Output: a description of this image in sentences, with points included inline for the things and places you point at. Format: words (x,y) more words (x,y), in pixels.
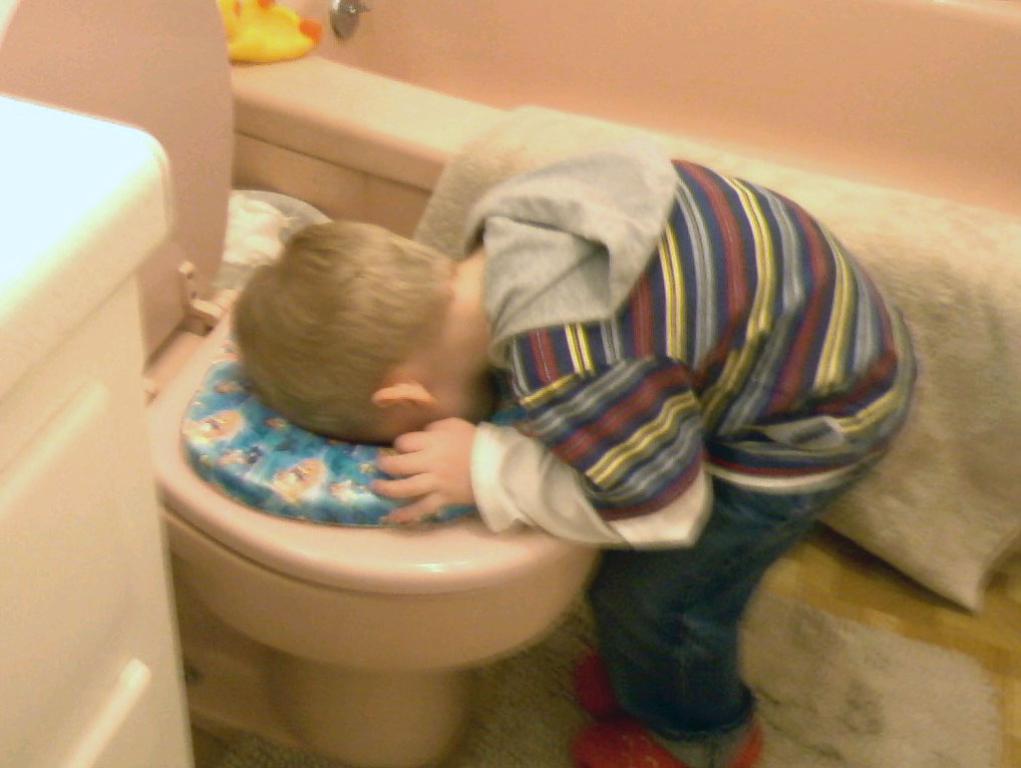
In this image we can see a commode (209,361) and a boy (675,379).
